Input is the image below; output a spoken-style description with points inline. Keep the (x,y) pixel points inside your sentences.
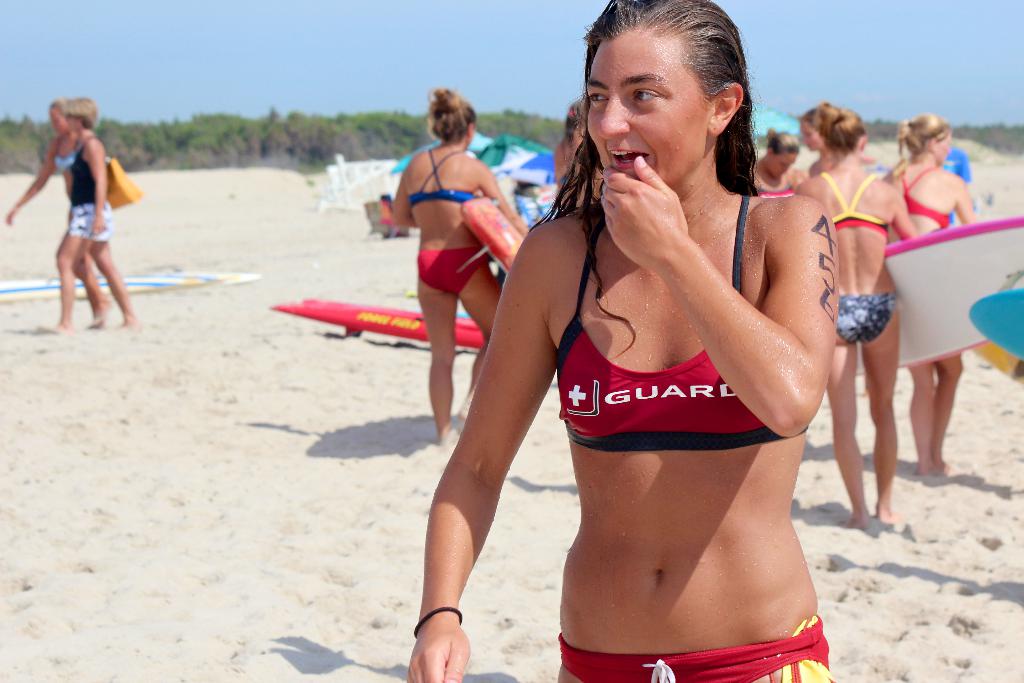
In the image we can see there are women (852,177) who are standing and people (67,121) who are standing on the sand (213,552).
